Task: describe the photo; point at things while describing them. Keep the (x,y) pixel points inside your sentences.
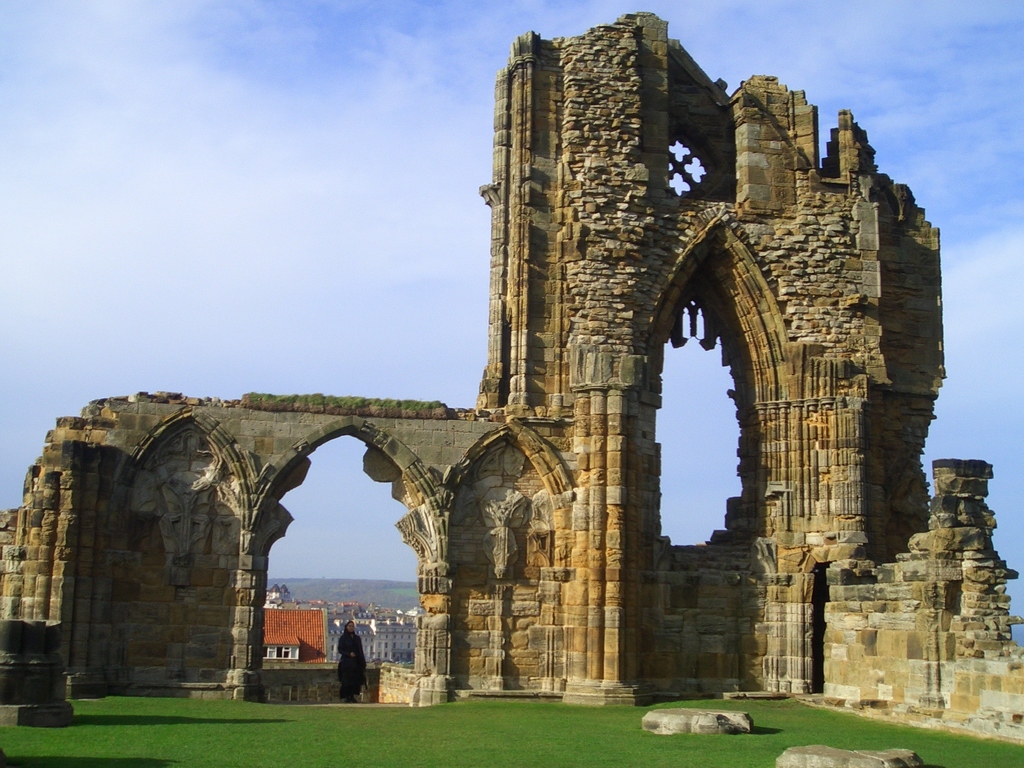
There is a person (357,651) standing near an architecture (532,396). Which is near grass (546,718) on the ground (184,767) on which, there is grass (731,756) and slabs (719,729). In the background (411,623), there are buildings (380,619), there is a mountain (383,590) and there are clouds (378,48) in the blue sky (465,48).
